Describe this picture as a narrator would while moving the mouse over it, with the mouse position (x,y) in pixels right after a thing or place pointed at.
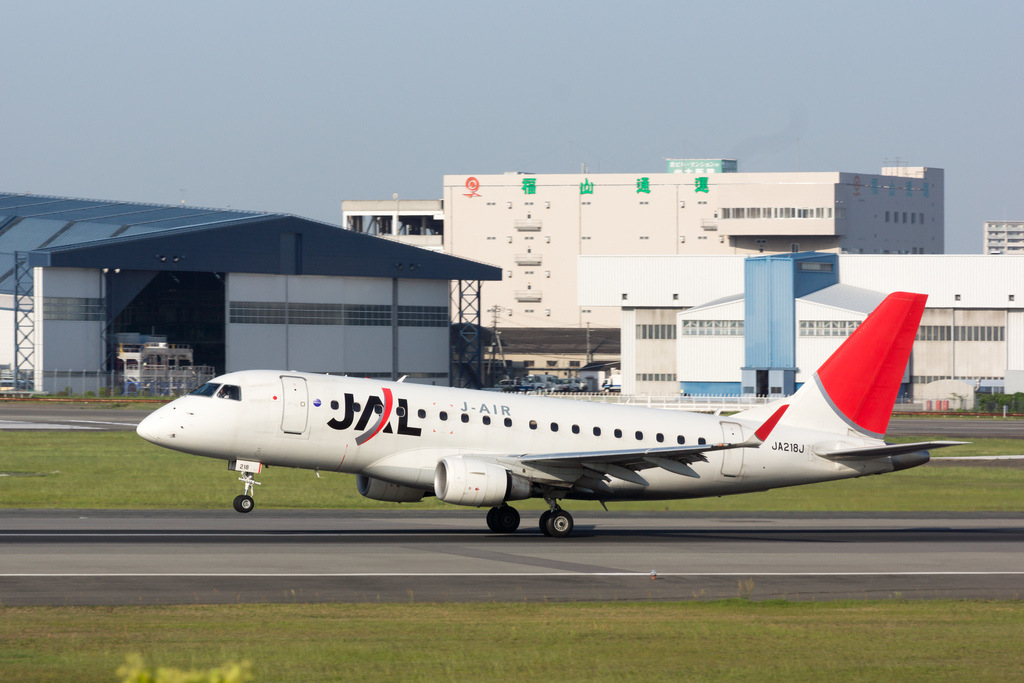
In this image in the center (516,441) there is an airplane (374,437), and at the bottom (157,609) there is a walkway (374,557) and grass (847,654). In the background (400,277) there are some buildings (663,249) and some vehicles (544,376) and also there is a fence (66,384). On the top of the image (528,90) there is sky (702,128).
